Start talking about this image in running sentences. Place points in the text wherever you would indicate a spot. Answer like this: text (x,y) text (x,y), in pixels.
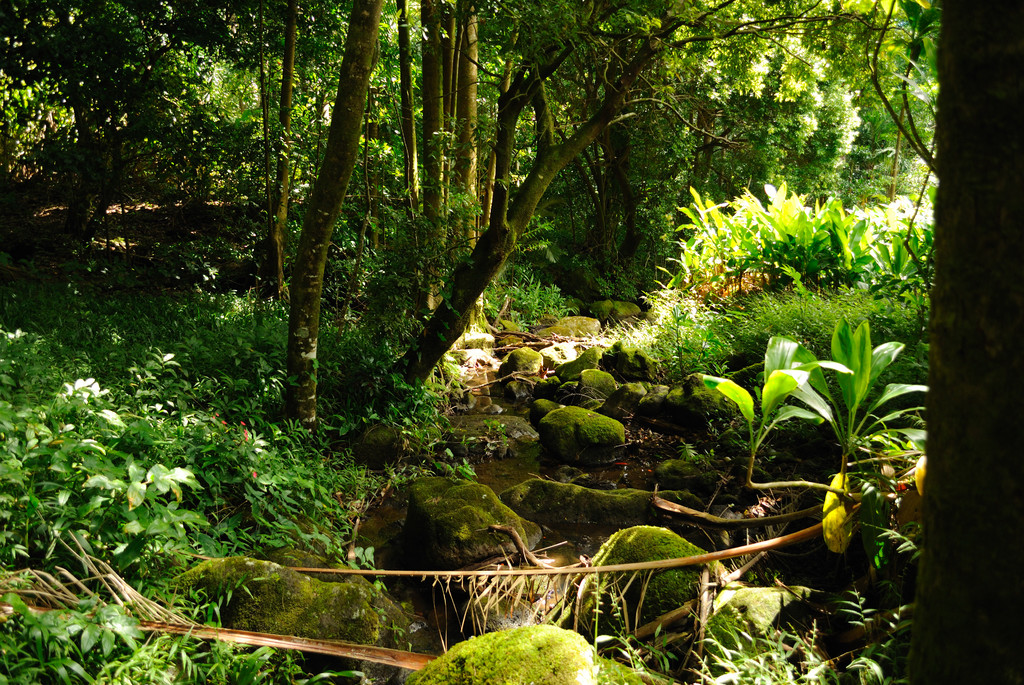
At the bottom of the picture (626,535), we see rocks (658,587) and trees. There are trees (595,112) in the background (573,266). This picture might be clicked in the forest (409,247).
